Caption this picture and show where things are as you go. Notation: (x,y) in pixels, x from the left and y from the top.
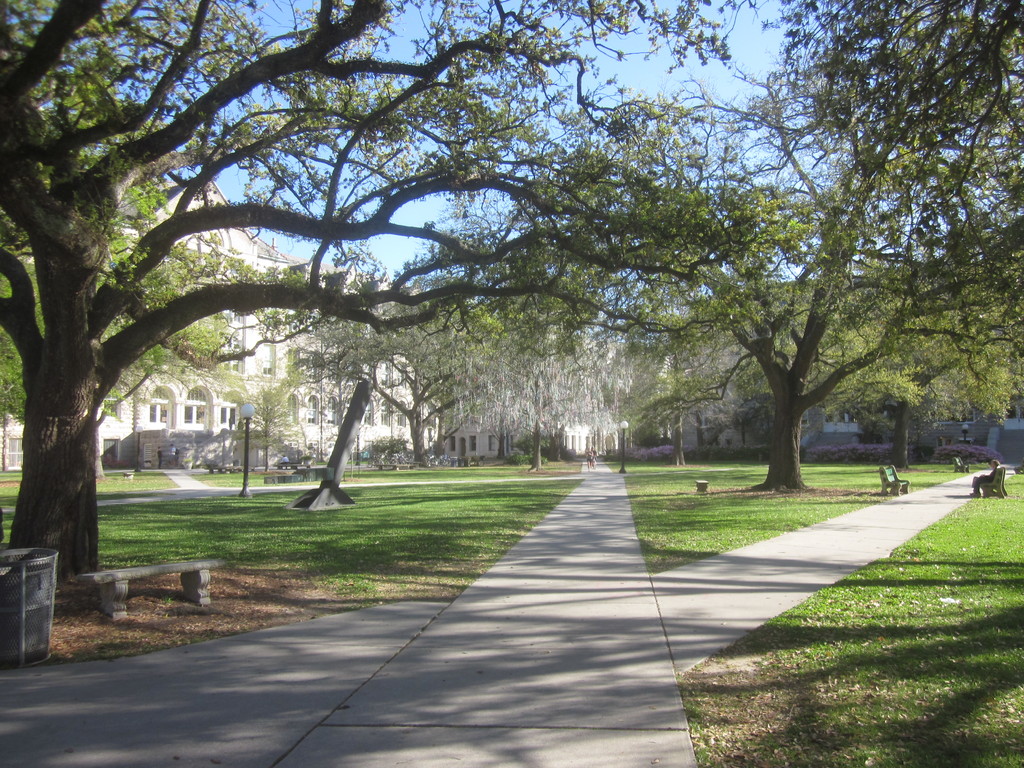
This image is clicked outside. At the bottom (475,659), there is a path (423,601). In the front (520,302), there are trees (581,316). In the background (147,440), we can see the buildings (219,415). At the bottom (979,666), there is green grass (519,505) on the ground (352,510). On the left (33,602), there is a dustbin (35,613).
